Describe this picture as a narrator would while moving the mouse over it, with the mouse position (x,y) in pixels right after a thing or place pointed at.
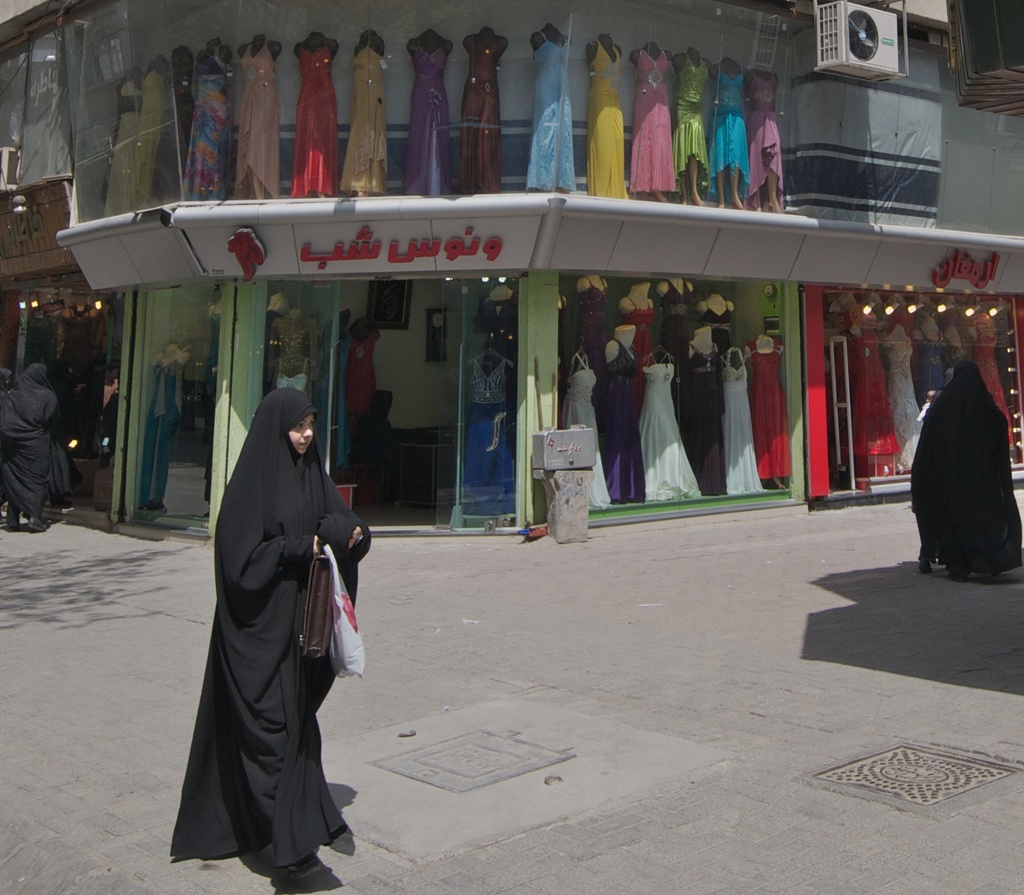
In this image there are shops (359,279), there are boards (533,268), there is text (464,242) on the boards (344,253), there are dresses (383,95), there are persons (290,544) walking on the road (836,703), there is a person (260,665) holding an object (318,573), there are objects (550,522) on the road (707,662), there is an object (965,51) truncated towards the right of the image (996,64), there are lights (870,306), there is an object (17,167) truncated towards the left of the image (16,172).
